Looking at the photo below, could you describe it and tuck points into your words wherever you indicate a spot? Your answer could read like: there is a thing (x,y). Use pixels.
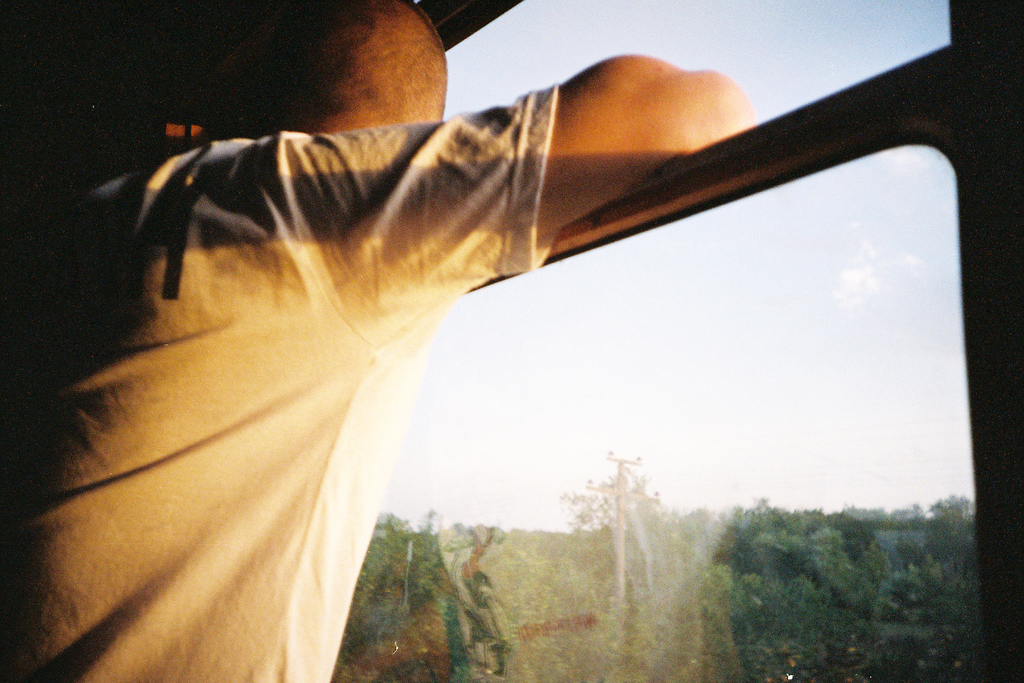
In this image we can see a person (459,261) wearing T-shirt (343,414) is standing near the glass windows (704,381) through which we can see the current pole (639,461), trees (541,574) and the sky (624,454) in the background (548,366).
